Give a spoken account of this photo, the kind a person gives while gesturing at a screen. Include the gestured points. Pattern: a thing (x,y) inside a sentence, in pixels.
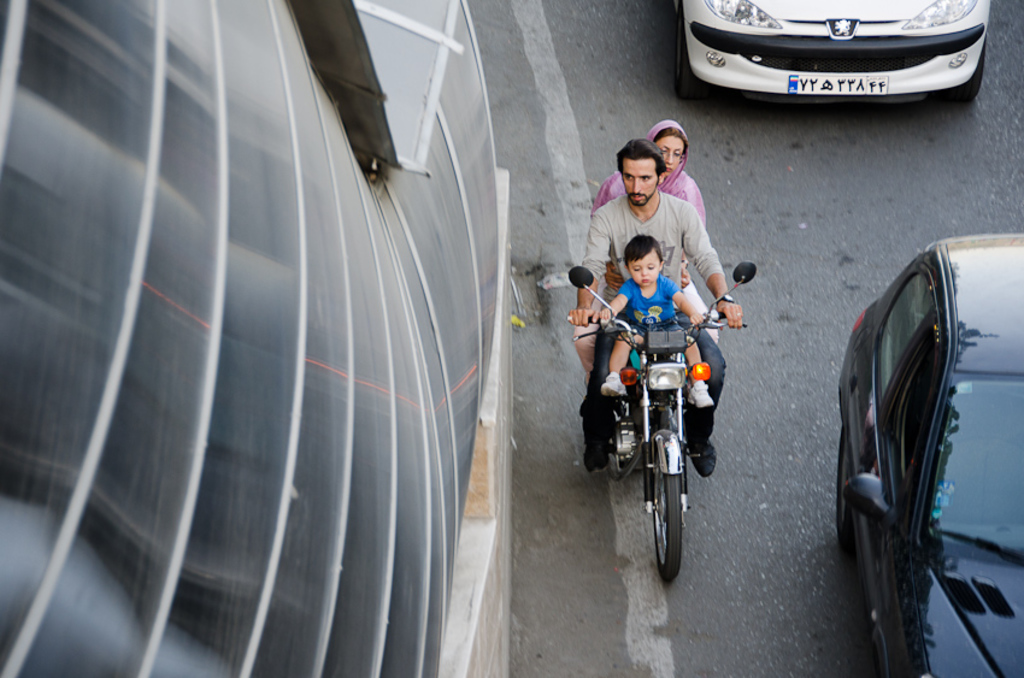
In this image I can see three persons (589,465) on the bike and I can see few vehicles (876,457) on the road (794,362) and I can see a glass building (120,279).
